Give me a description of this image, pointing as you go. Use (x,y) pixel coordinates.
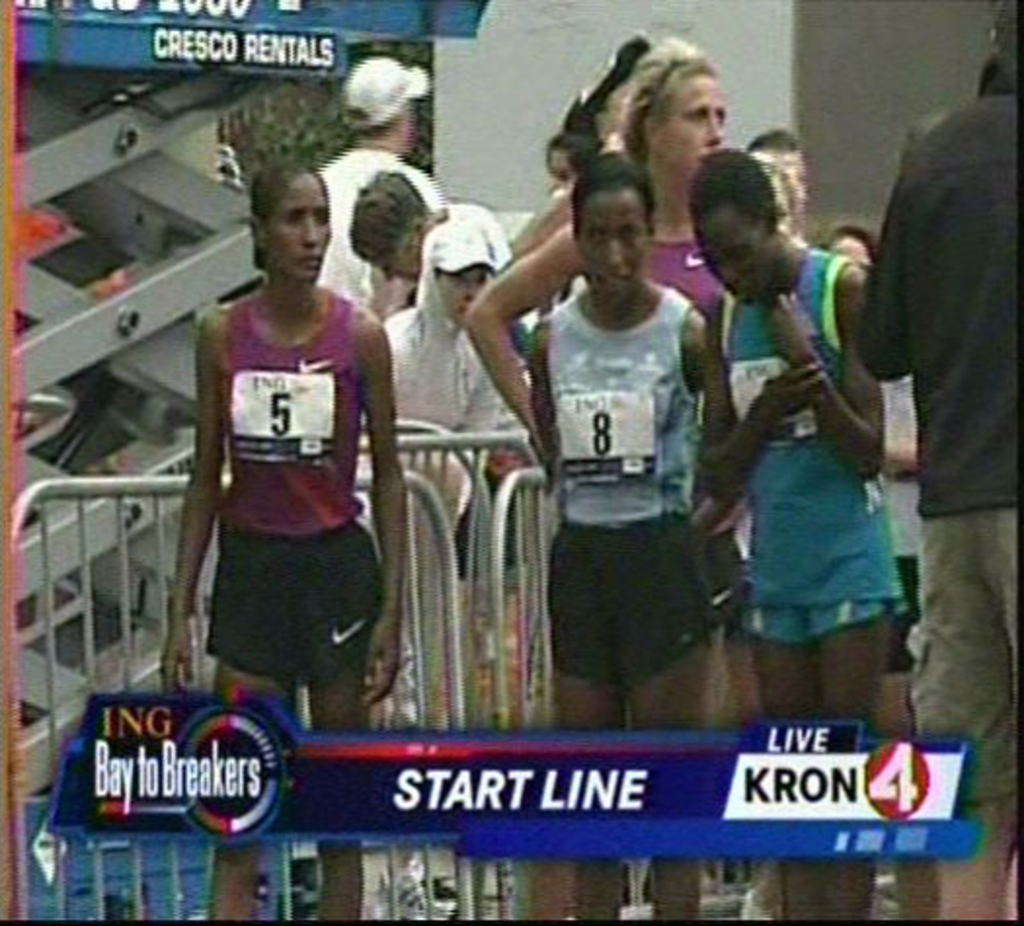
In this image at front (820,755) there is a watermark (909,786) attached to the persons (626,401). At the back side (504,528) people (456,506) are standing by holding metal grill (493,526).
